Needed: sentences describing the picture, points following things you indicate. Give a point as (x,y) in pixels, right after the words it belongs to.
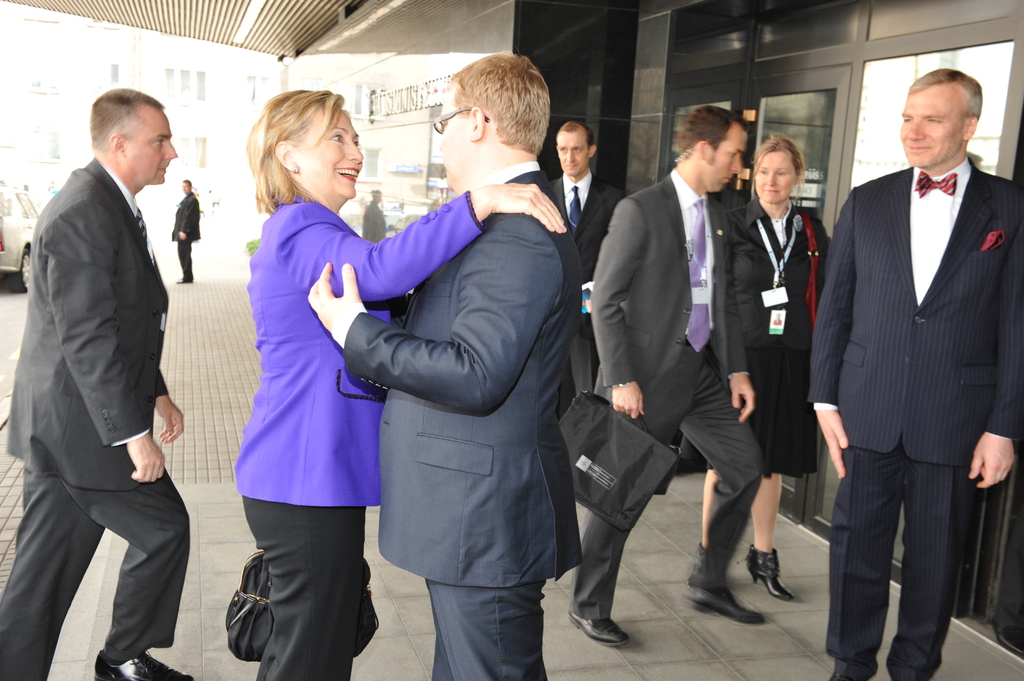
In this picture we can see a group of people (464,452) on the ground (647,524), some people (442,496) are holding bags (603,511) and in the background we can see buildings (869,24), vehicle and some objects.
